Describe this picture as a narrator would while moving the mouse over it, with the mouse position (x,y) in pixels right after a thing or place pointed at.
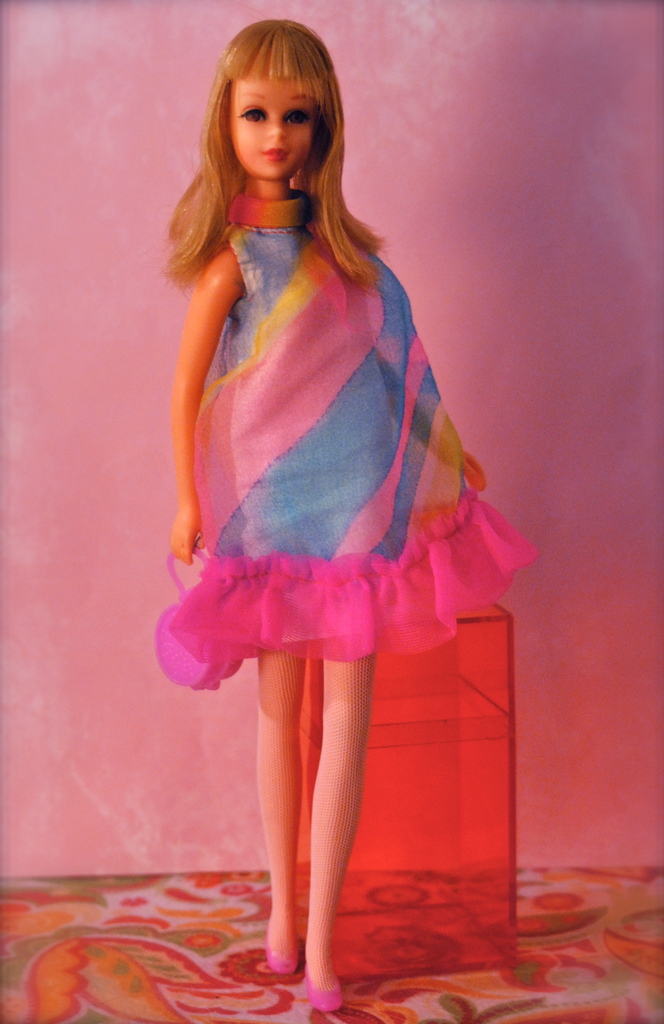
In this image, I can see a barbie doll (291,594) with a colorful dress (318,525) and shoes (332,1003). This looks like a red color box (447,816). I think this is the wall (104,709). This looks like a cloth (182,972) with a design (51,983) on it.
